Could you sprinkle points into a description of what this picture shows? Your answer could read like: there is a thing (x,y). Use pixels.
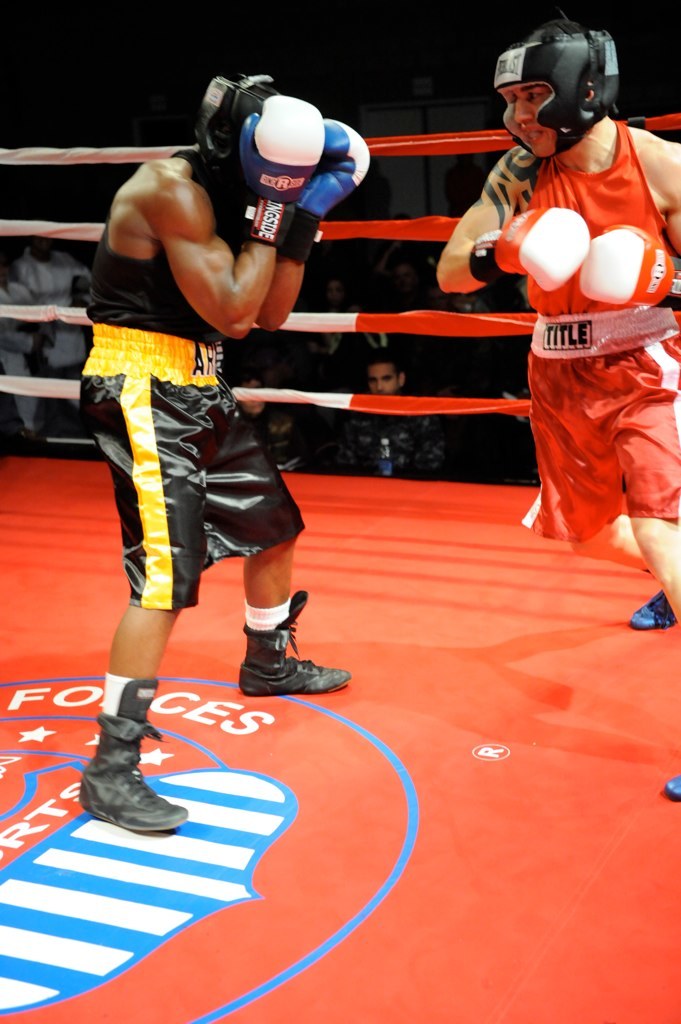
In this picture there is a man (198,409) who is wearing gloves (280,194), helmet (220,118), black dress (166,507) and shoes (322,679). Beside him there is another man (651,428) who is wearing helmet (573,142), gloves (561,282), red dress (582,365) and shoe (677,795). Both of them were standing on the boxing ring (398,730). In the back (59,360) I can see some people (371,385) were standing near to the ring (473,515). At the top (345,25) I can see the darkness (177,25).
